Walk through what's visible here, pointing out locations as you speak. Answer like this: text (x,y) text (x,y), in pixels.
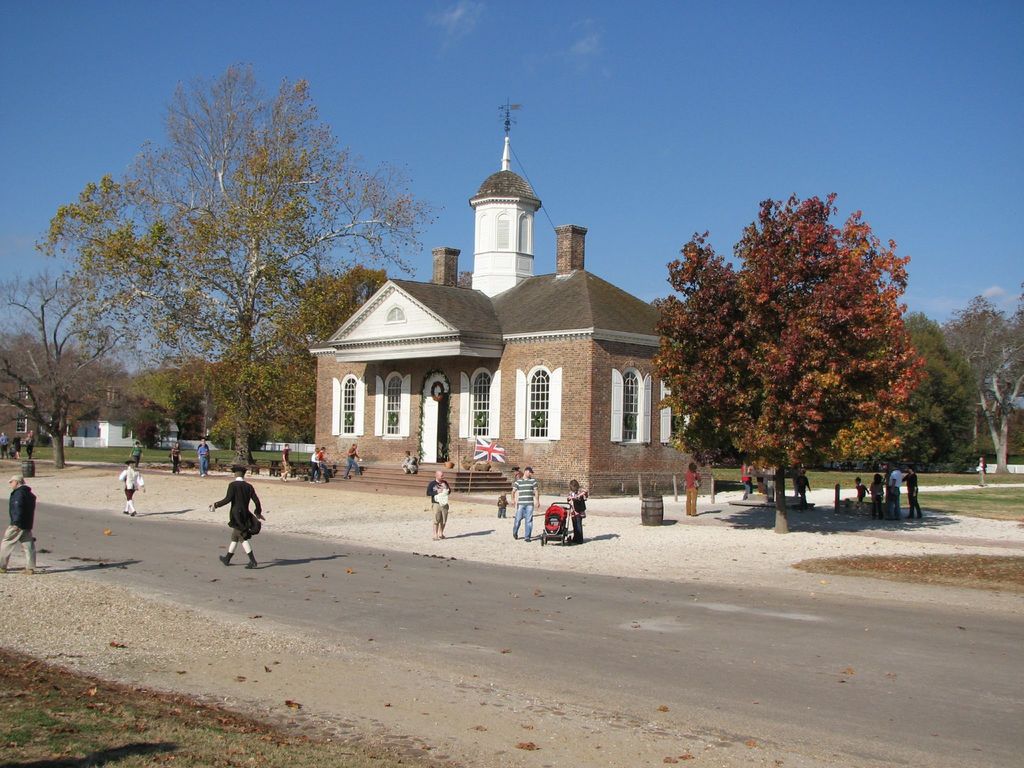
In this picture I can see in the middle (523,488) few people (246,508) are there, in the middle (638,457) there is a flag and a building (525,432). There are trees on either side of this image, at the top (502,61) there is the sky (444,71).
